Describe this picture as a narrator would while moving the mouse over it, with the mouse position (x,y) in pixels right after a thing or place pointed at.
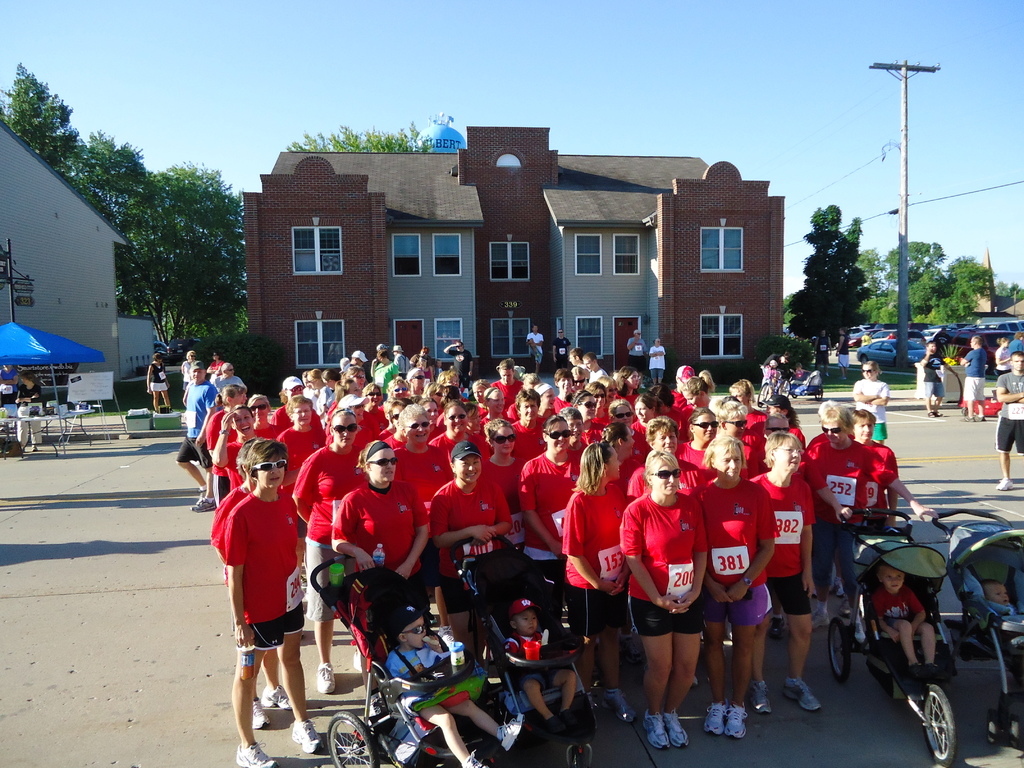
In this picture we can see a group of people (231,433) standing on the road (750,698) and smiling and in front of them we can see four children (422,612) sitting on strollers (932,596) and at the back of them we can see some people (154,401), tent (36,340), table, vehicles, boxes (161,423), poles (906,328), trees (850,322), buildings (677,272) with windows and some objects (2,263) and in the background (413,65) we can see the sky (417,53).
